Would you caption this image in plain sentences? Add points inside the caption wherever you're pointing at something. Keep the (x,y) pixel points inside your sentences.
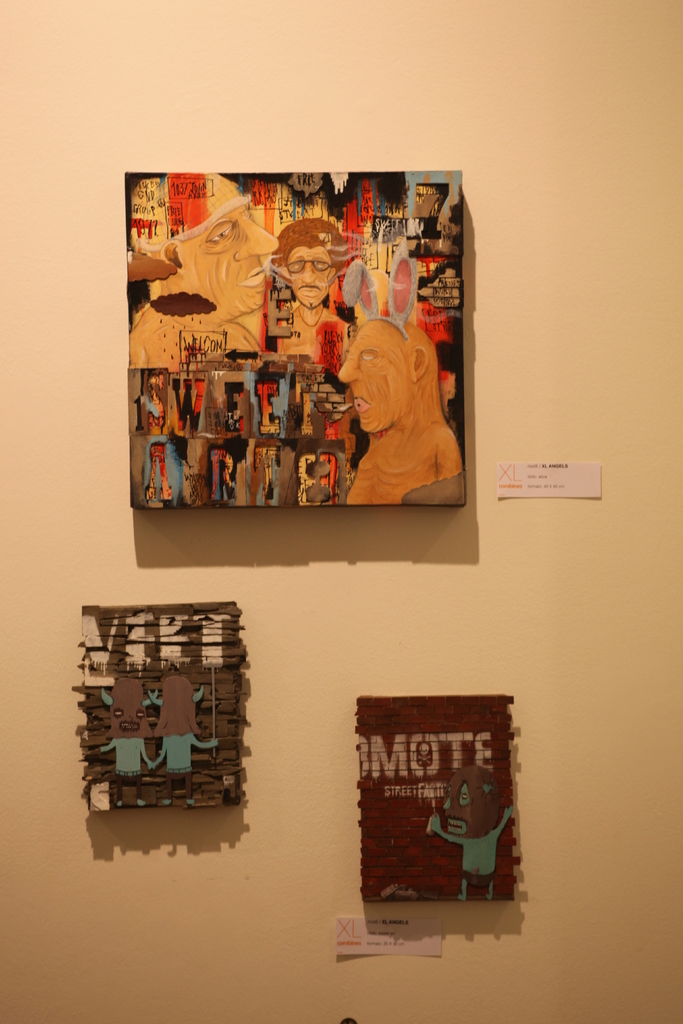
In this picture I can observe photo frames (165,703) on the wall (64,364). The wall (86,129) is in cream color.
